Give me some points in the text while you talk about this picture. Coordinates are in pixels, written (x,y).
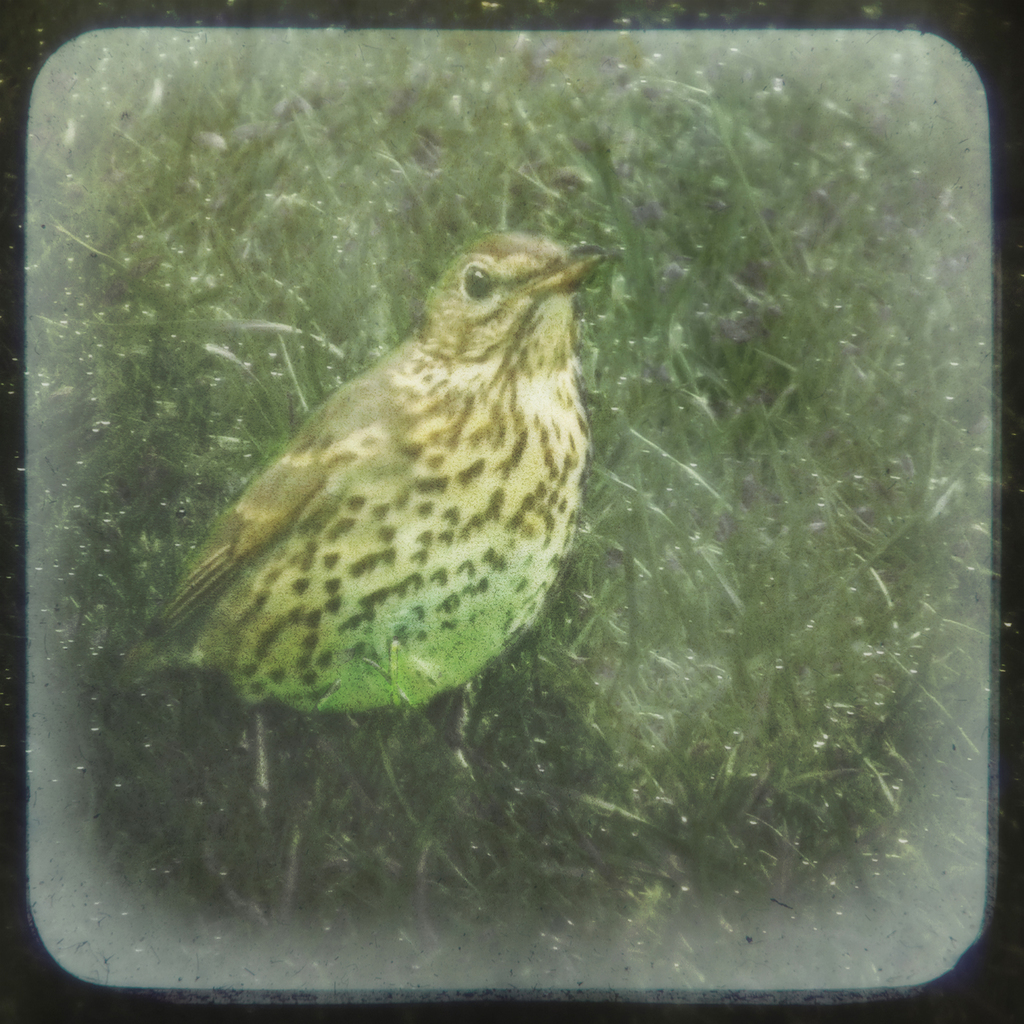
In this image we can see a bird (387,532) on the grass field (547,650).
